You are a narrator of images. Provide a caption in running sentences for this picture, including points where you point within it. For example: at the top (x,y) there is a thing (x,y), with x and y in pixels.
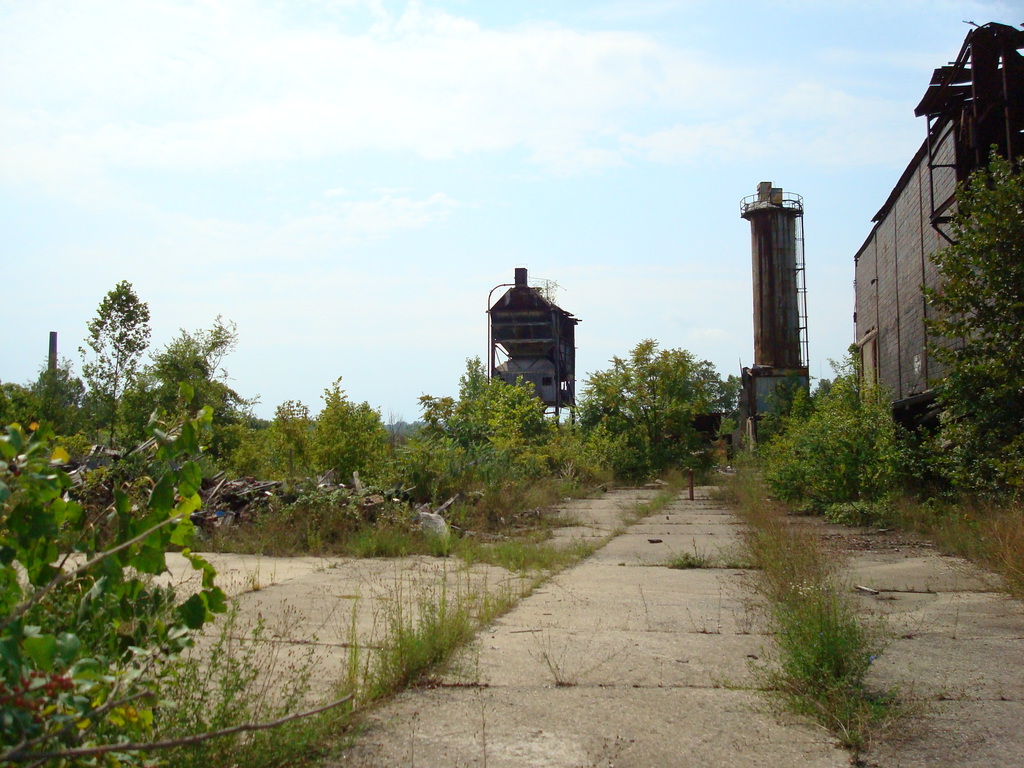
In this image there is the sky (530,129) towards the top of the image (492,137), there are clouds (469,109) in the sky (351,114), there is a tower (762,272), there is a building (910,237) towards the right of the image (951,281), there are plants (519,425), there is the grass (1007,507), there is a pole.
